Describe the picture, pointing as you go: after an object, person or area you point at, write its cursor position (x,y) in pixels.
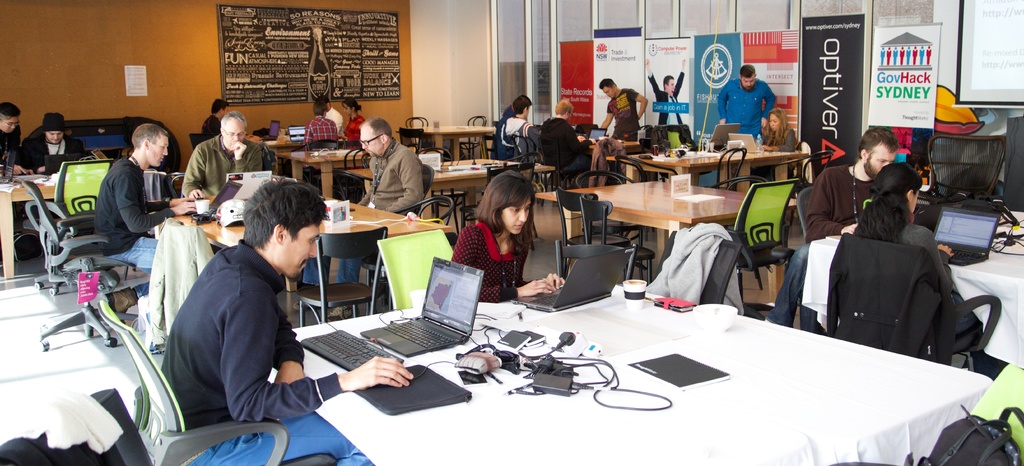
In this image, we can see few peoples (159,163) are sat on the chair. We can see tables (865,371). Few are covered with cloth (926,419). Here we can see a cloth (695,268). In the center of the image (511,278), the woman (507,238) is typing something on the laptop (571,286). Here we can see keyboard (345,349) and cup (637,296) here. There is a mobile (675,306) is placed on the table (652,300). We can see background (617,57) some banners (684,59). Here two peoples (738,101) are standing near the banner (701,100). On the left side (269,81), we can see a board (280,73).
